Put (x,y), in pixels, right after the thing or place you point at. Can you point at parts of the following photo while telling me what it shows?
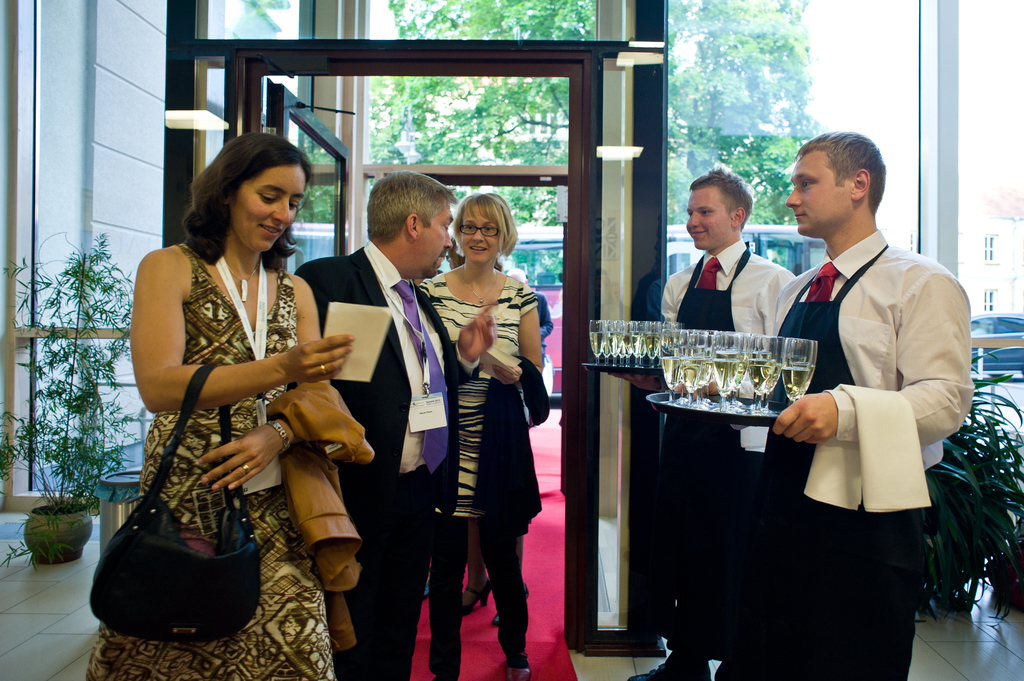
There are group of people (275,264) standing in a building (596,248) and few waiters (886,267) beside them holding a tray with glasses of wine (595,348) in it. Behind him there are trees (378,115).
